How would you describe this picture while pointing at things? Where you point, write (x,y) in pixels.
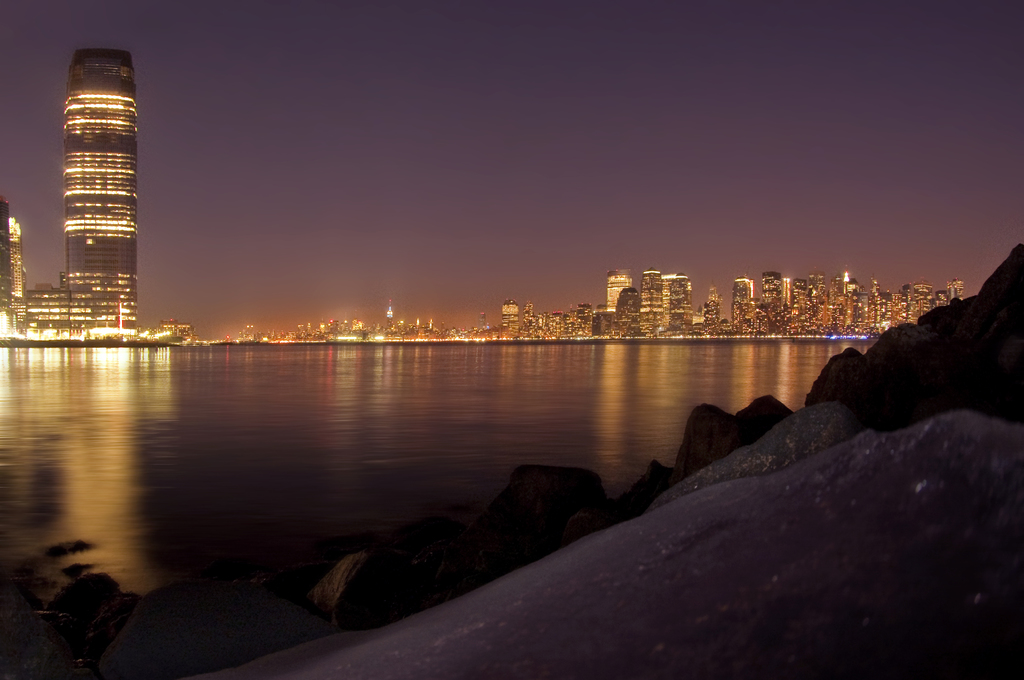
On the right side of the image (883,531) there are rocks (589,532). And also there is water (192,409). Behind the water (714,393) there are buildings (359,326) with lights (15,235). At the top of the image (659,121) there is a sky (541,181).
